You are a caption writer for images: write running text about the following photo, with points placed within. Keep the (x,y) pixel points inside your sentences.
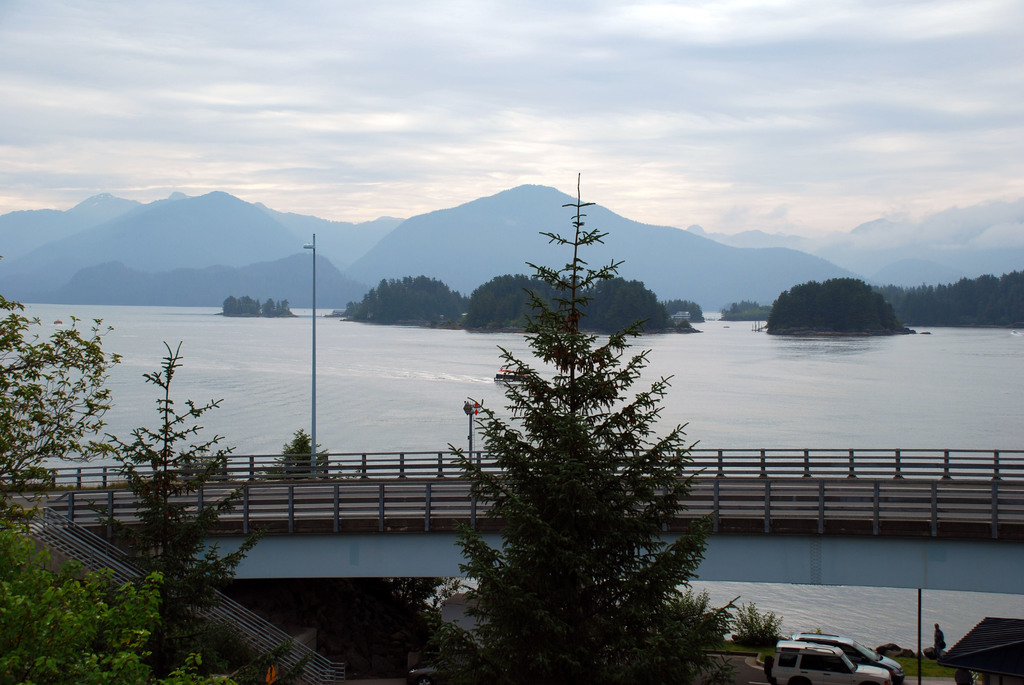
In this image I can see trees (406,309), bridge (1017,577), vehicles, mountains (535,247) and water (750,394). The sky (597,121) is in white and blue color.
